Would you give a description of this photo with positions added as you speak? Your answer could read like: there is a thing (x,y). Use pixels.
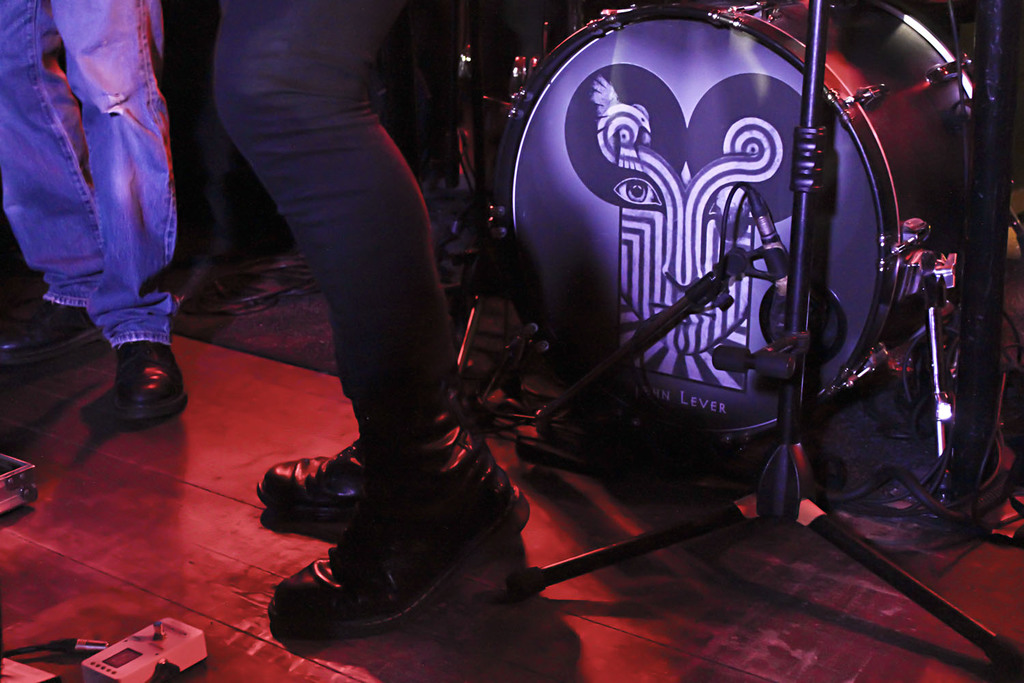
In this image there are legs (137,214) of two persons (117,167) on the ground (244,535). To the right (721,151) there is a drum (883,104) on a drum stand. In front of it there is a tripod stand (793,232) and a microphone (778,244). There are cables (856,502) on the floor (860,435).
